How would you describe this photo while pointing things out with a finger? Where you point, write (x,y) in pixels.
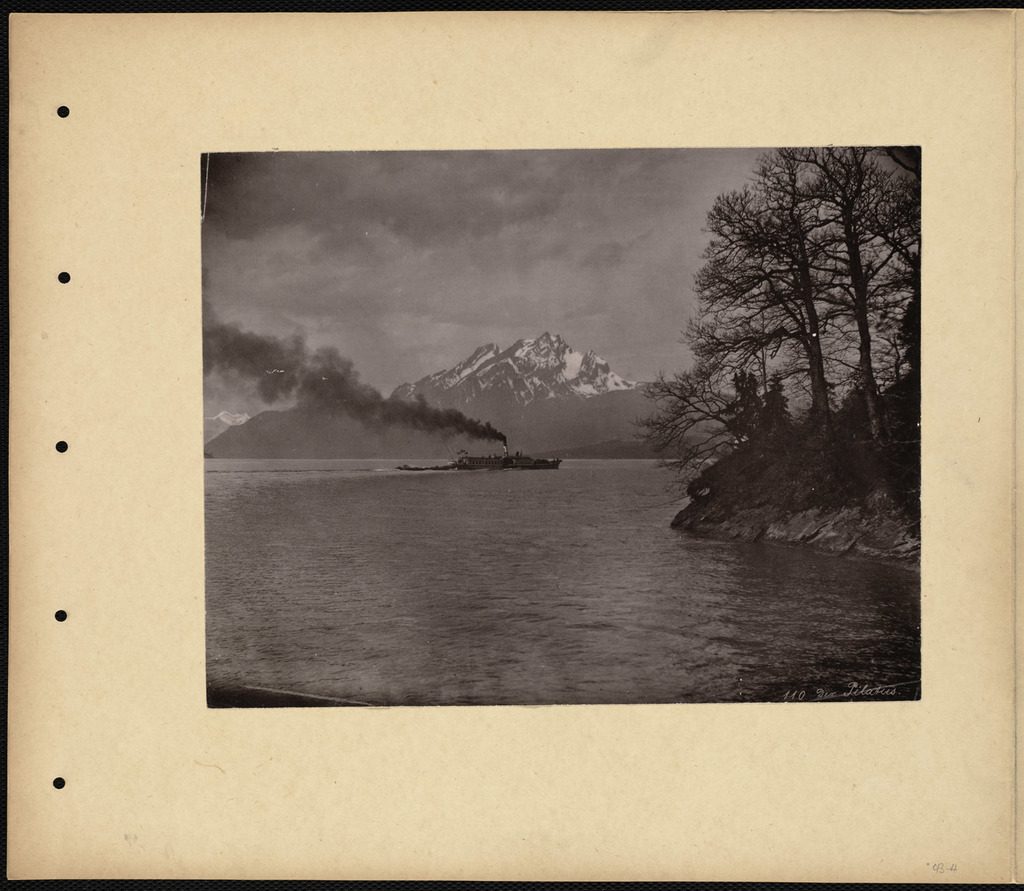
We can see photo, on this photo we can see water (604,588) and trees (691,423), in the background (638,363) we can see hills (435,374) and sky (402,244) with clouds (466,254).
